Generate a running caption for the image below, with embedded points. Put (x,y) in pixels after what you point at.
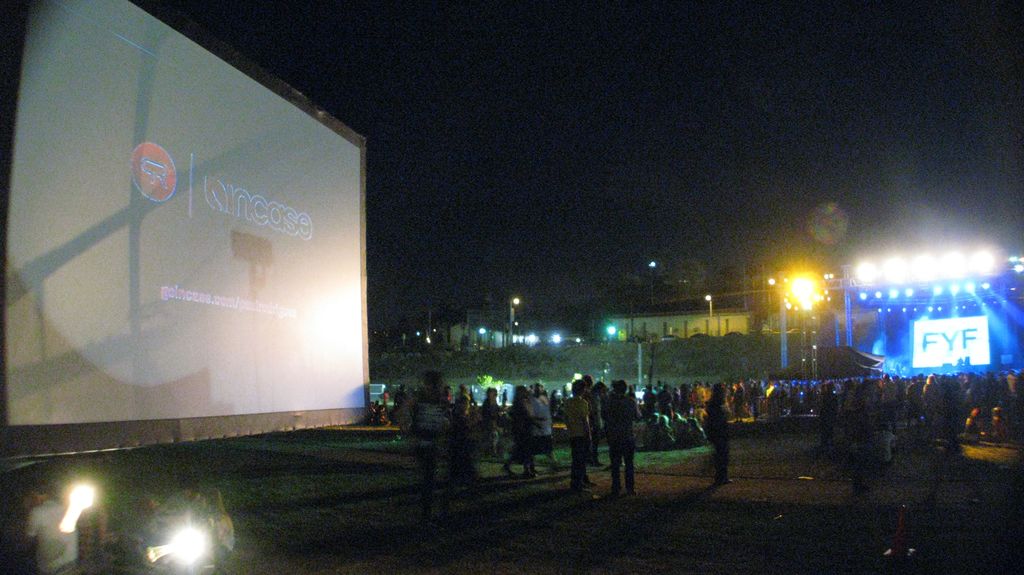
In this picture we can see a group of people (919,401) where some are standing and some are sitting on the ground (544,540), screens (945,323), lights (791,301), poles (784,319) and in the background (599,322) it is dark.
